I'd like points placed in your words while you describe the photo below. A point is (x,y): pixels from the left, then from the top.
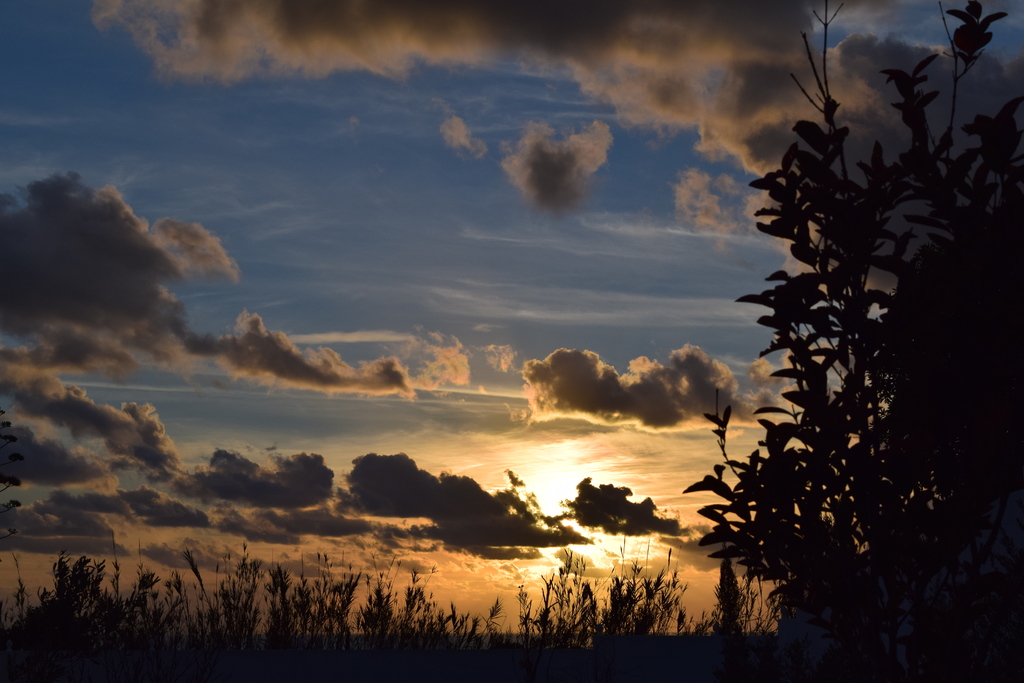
In this image we can see sky (314,235) with clouds (190,342), sun (547,482), plants (128,600) and trees (813,334).
